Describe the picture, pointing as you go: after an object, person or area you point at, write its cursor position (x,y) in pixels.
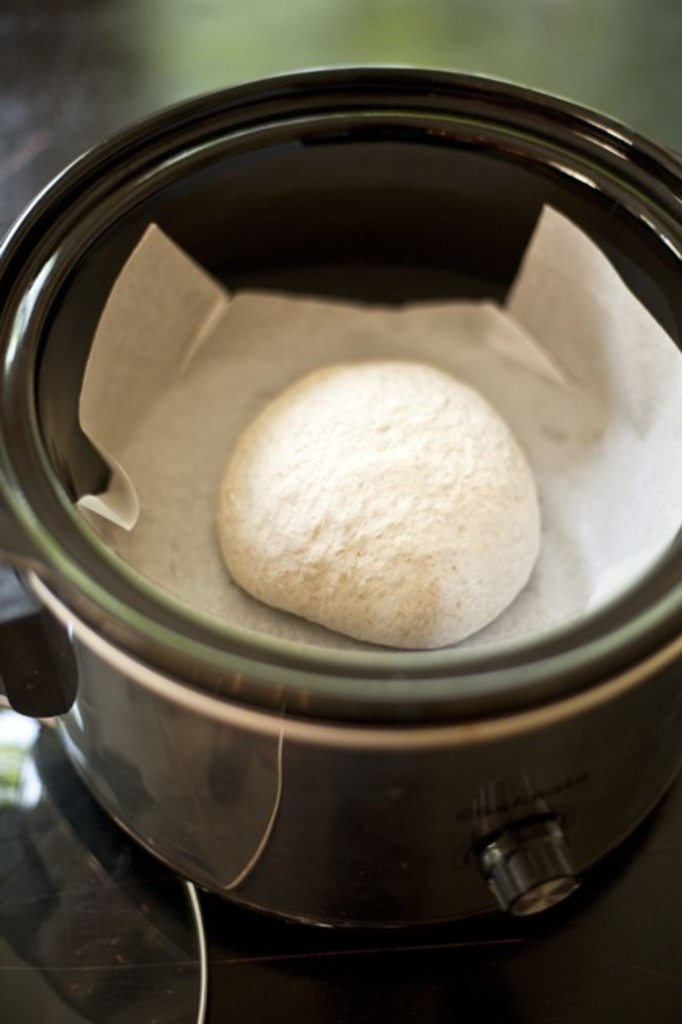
In this picture we can see a bowl (254,605) on an object (654,905) and in the bowl (216,744) there is a paper (222,403) and a food item (271,487).
